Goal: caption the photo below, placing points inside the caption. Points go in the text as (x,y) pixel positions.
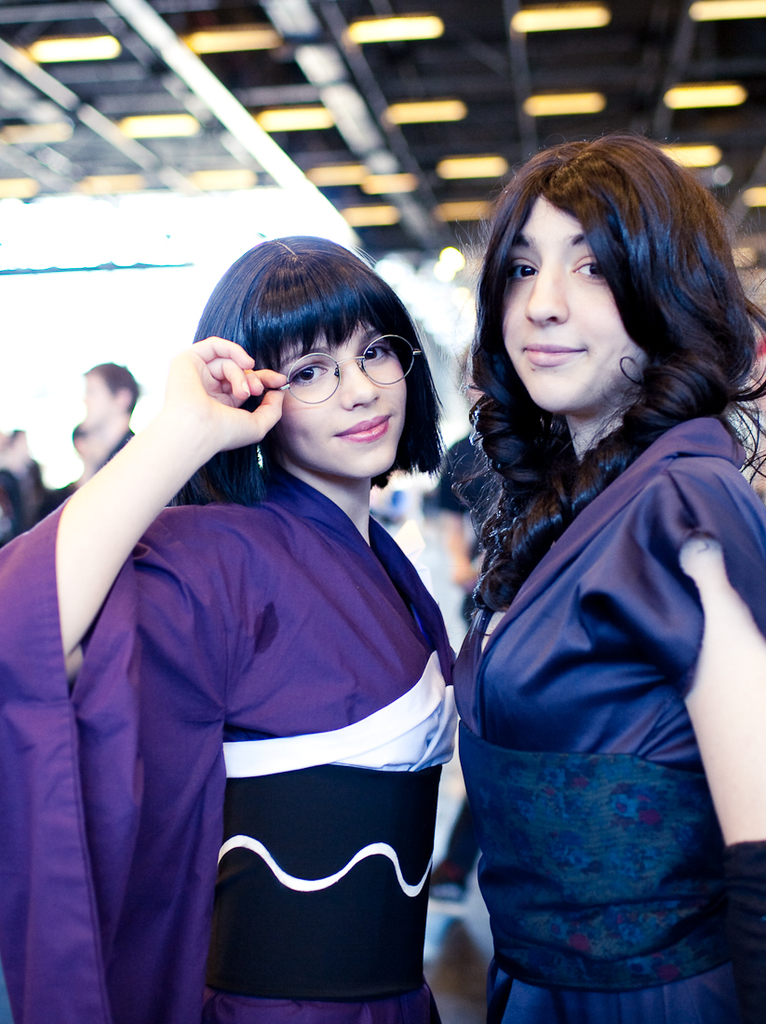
In this image, we can see two women (412,659) wearing violet color dress (407,573). In the background (434,879), we can see a group of people (473,400). On the top (220,45), we can see a roof (320,35) with few lights (111,188).
